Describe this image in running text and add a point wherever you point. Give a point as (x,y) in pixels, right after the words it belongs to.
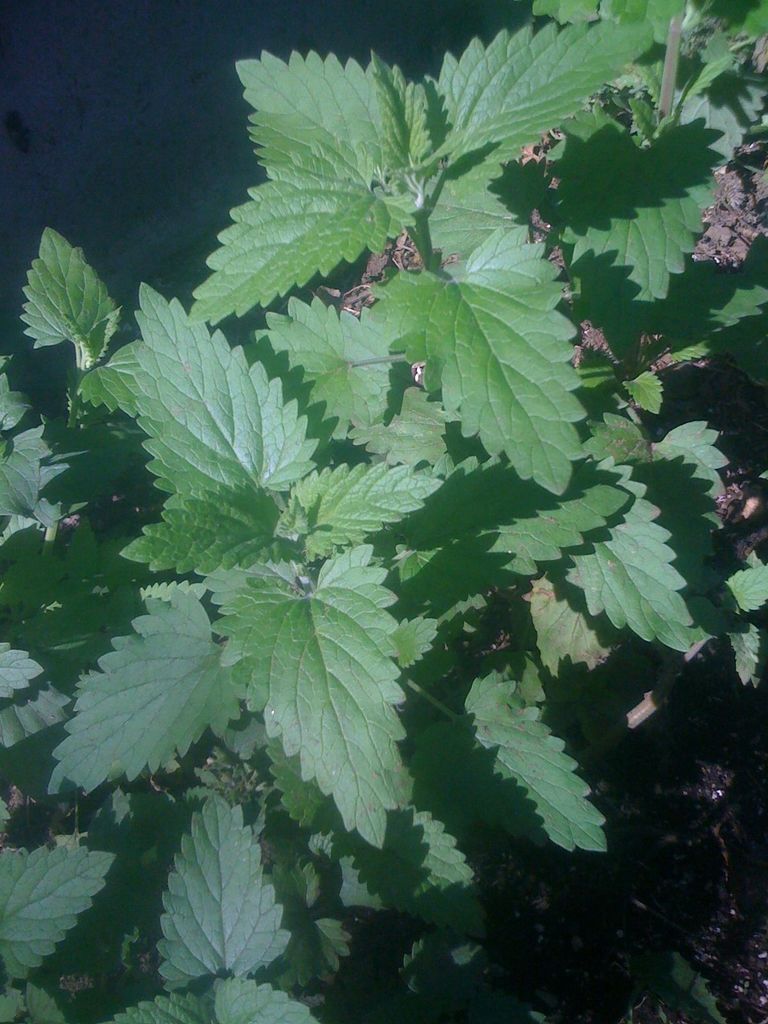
In this image I can see number of green colour leaves (342,416).
